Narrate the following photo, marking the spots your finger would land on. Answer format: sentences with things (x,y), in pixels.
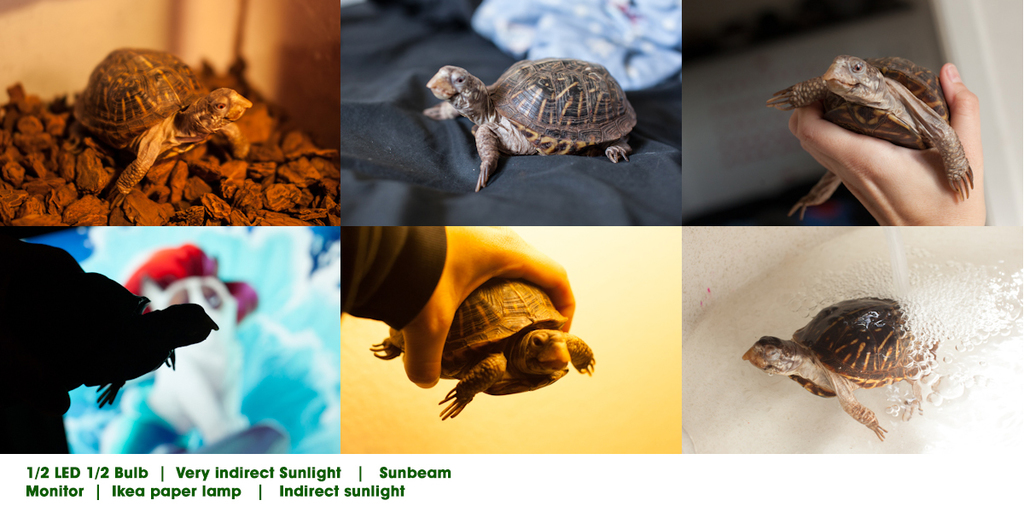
In the picture we can see six photographs (891,389), in the first image we can see a turtle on the small rocks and in the second image we can see a turtle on the black color cloth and in the third image we can see a person hand (949,188) holding a turtle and in the fourth image we can see a shadow (79,314) of a turtle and in the fifth image also we can see a person hand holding a turtle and in the sixth image we can see a turtle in the water (954,381).
